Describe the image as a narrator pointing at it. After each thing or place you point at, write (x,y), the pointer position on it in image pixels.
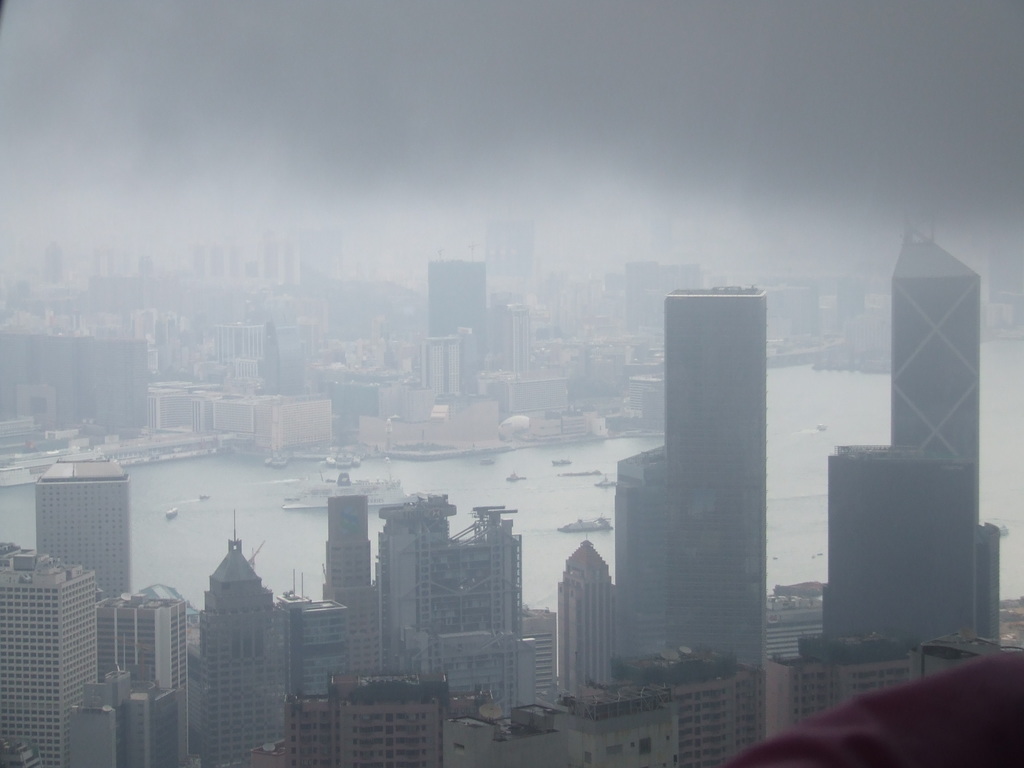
In this image, I can see the skyscrapers (339,640) and buildings (164,678). I can see a ship (371,498) and the boats (570,474) on the water (513,498).
